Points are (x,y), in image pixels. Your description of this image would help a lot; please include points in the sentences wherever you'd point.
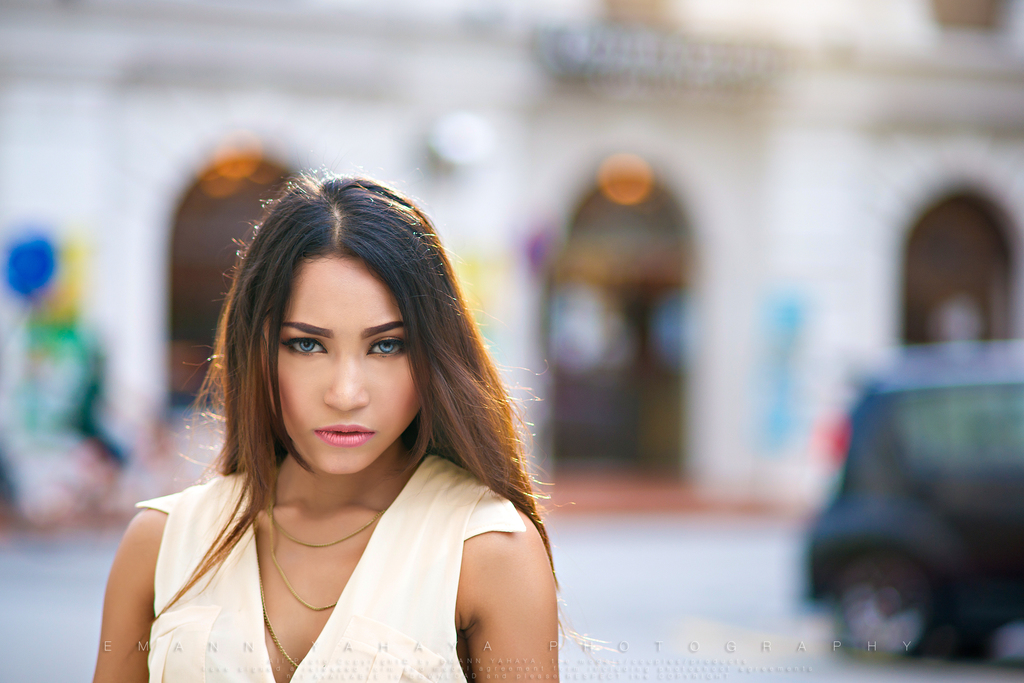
In this image, we can see a lady (336,397) and in the background (116,113), there is a building (701,139) and we can see some lights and a vehicle (887,494) on the road (731,556). At the bottom (582,656), there is some text (453,658).
